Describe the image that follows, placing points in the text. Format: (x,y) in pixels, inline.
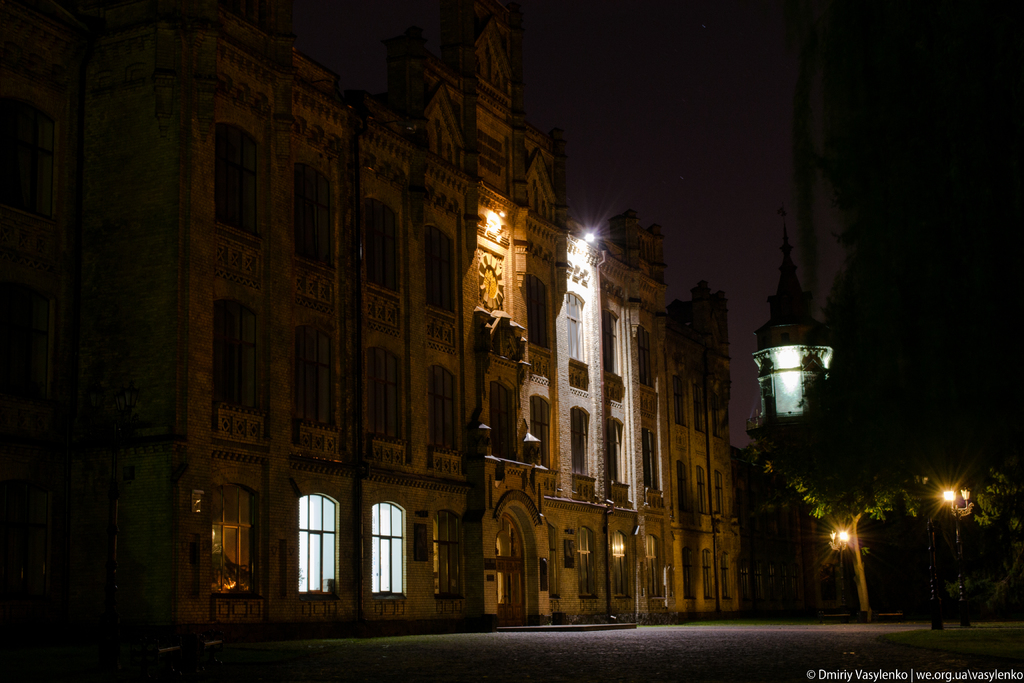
In the image there is a huge building (524,321), there are also some carvings (479,313) done to the building (610,334) and there are many trees (907,391) and lights (844,544) in front of the building (822,570).
